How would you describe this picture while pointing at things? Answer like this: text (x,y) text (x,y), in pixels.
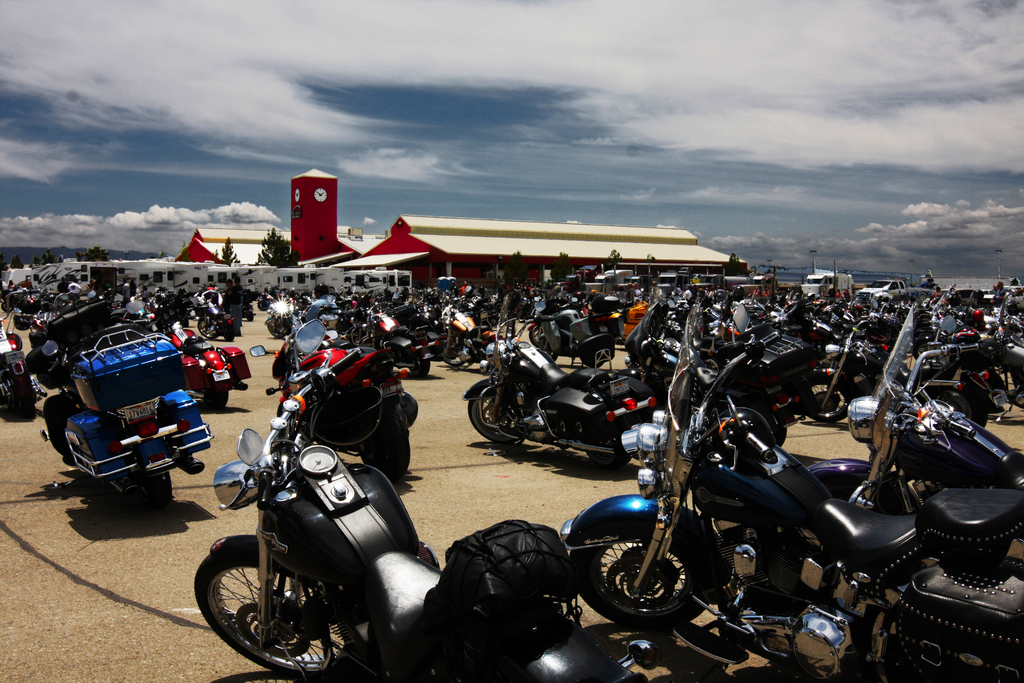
In the middle of the image (419,307) we can see some motorcycles (310,293). Behind the motorcycles (187,328) few people (230,286) are standing and there are some vehicles (254,278). Behind them there are some trees (15,255) and buildings (330,207). At the top of the image (561,12) there are some clouds (244,30) in the sky (0,114).
